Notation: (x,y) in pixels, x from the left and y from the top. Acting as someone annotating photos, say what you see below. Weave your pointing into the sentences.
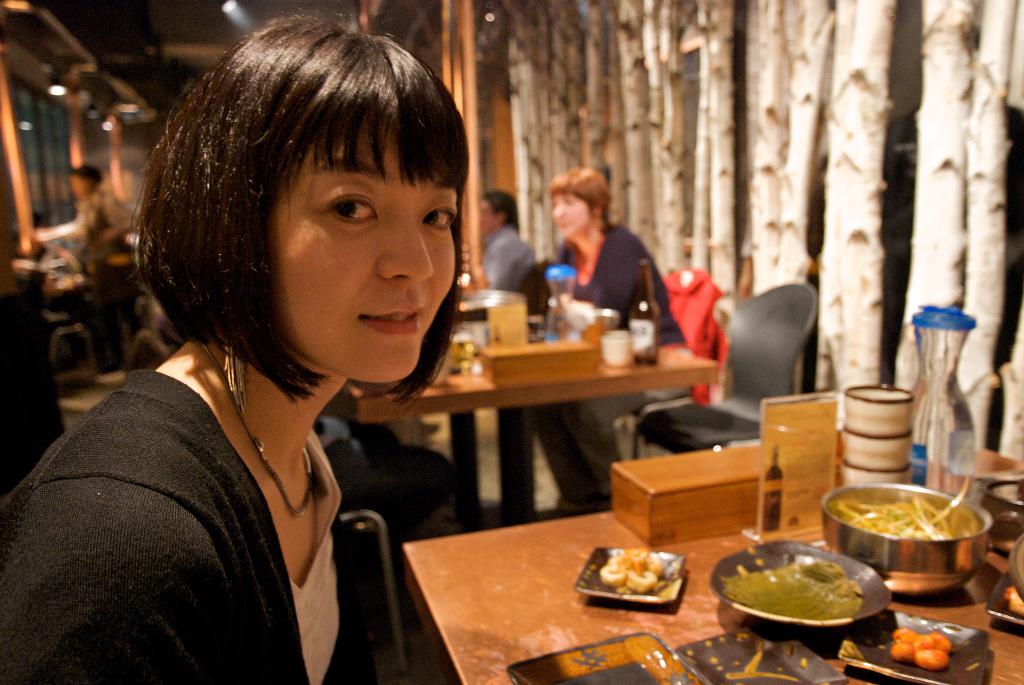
In this picture I can see few people (298,355) are sitting in front of the tables (522,625), on which some objects (718,596) are placed.
